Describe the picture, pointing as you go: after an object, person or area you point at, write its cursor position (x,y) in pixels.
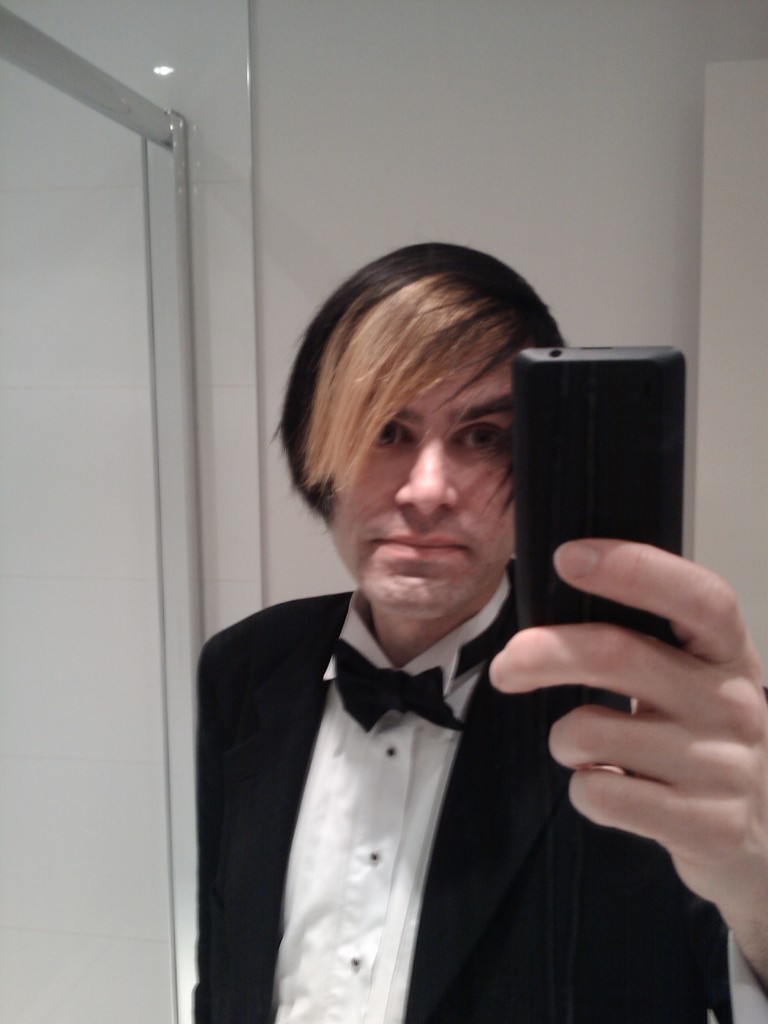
In this image, we can see a person (422,504) in front of the wall (314,230). This person (458,337) is wearing clothes (493,950) and holding phone (598,510) with his hand (654,694).
